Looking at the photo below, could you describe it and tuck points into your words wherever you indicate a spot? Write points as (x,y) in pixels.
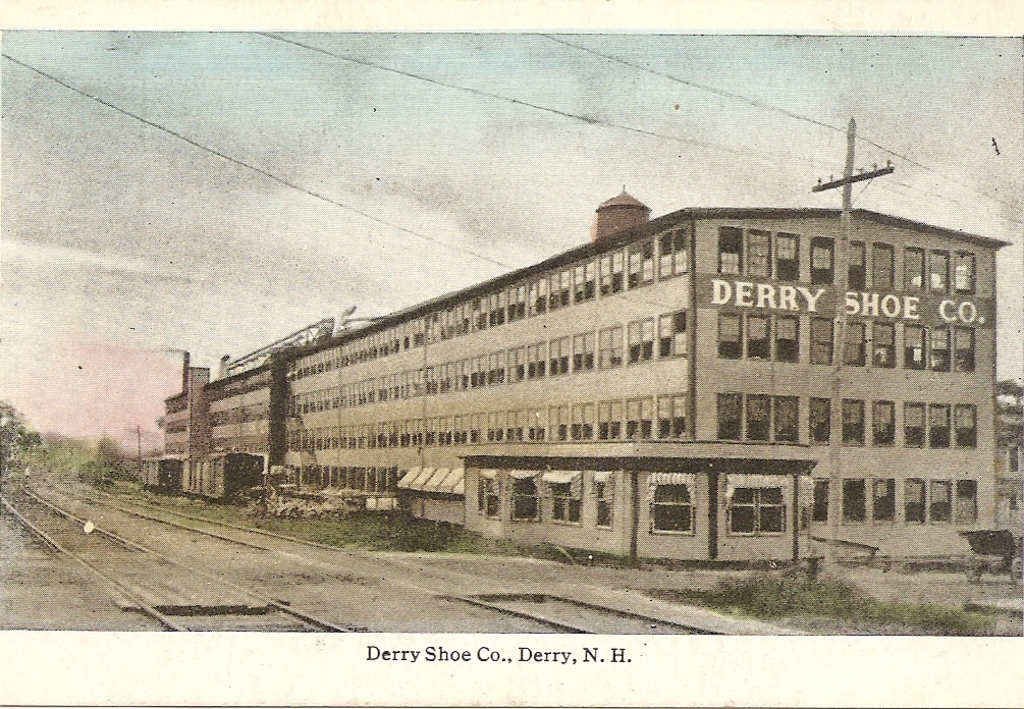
This is a picture. Here we can see a railway track (97,548) on the ground (242,522). In the background (427,390) there is a building (350,470), windows (742,521), electric poles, wires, trees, grass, text (740,286) written on the wall (940,303) of a building (438,369) and sky (407,101).
